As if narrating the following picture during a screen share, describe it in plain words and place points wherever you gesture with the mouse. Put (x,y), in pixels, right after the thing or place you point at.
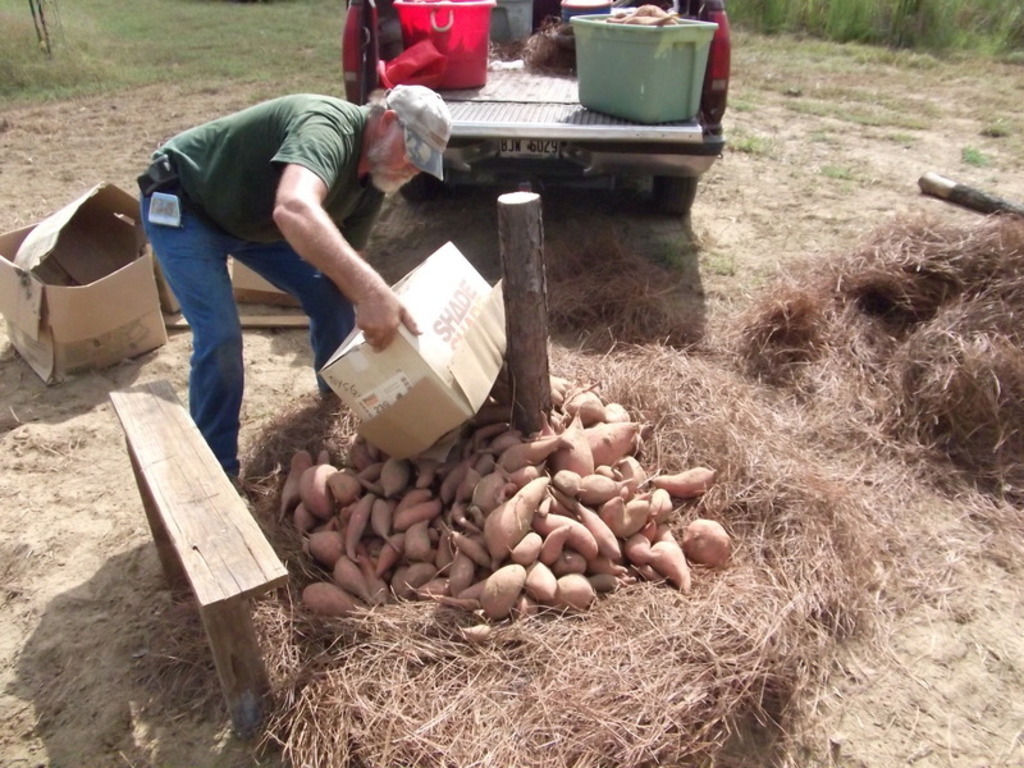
In this picture there is a man (237,151) holding a box (418,363) and we can see sweet potatoes (465,485), dried grass (600,253), wooden pole (526,421), bench (241,670), card board boxes (7,287) on the ground (18,377), buckets (632,106) and objects (535,59) on a truck (552,79). In the background of the image (328,26) we can see grass (207,75).
